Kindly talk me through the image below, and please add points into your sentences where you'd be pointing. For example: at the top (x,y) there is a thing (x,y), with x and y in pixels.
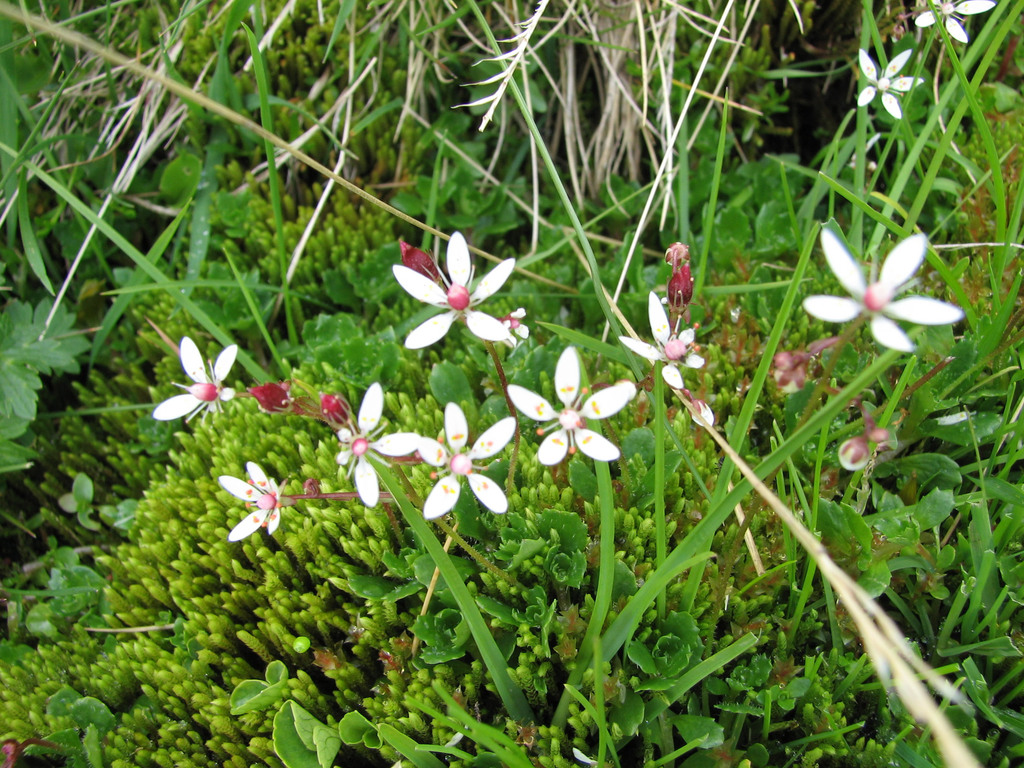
In the center of the image (647,355), we can see flowers (572,365) and in the background (446,114), there are leaves (50,283) and plants (293,537).
